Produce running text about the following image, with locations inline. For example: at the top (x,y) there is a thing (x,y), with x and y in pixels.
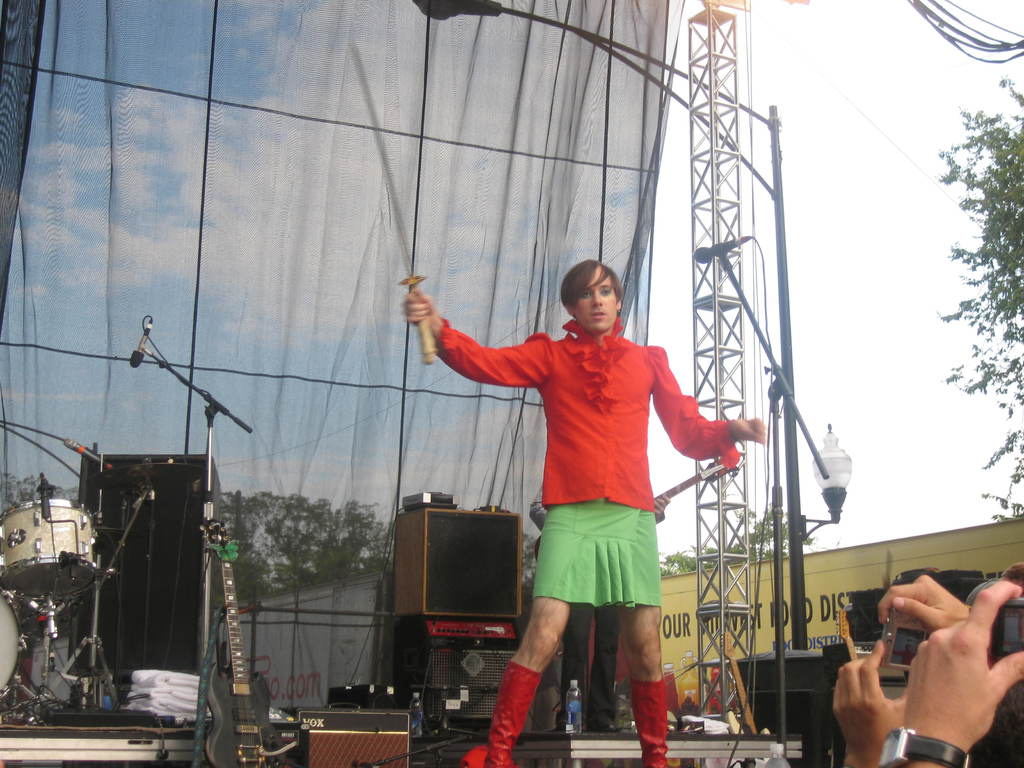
In this image we can see a person (541,362) standing and holding a sword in the hand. In the background (473,136) we can see sky (840,246), trees (992,202), iron grills (732,353), curtain (608,204), clouds (395,159), musical instruments (147,494), podium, mic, mic stand (202,404), disposal bottles (570,696), blankets (148,686) and an advertisement (773,593).
